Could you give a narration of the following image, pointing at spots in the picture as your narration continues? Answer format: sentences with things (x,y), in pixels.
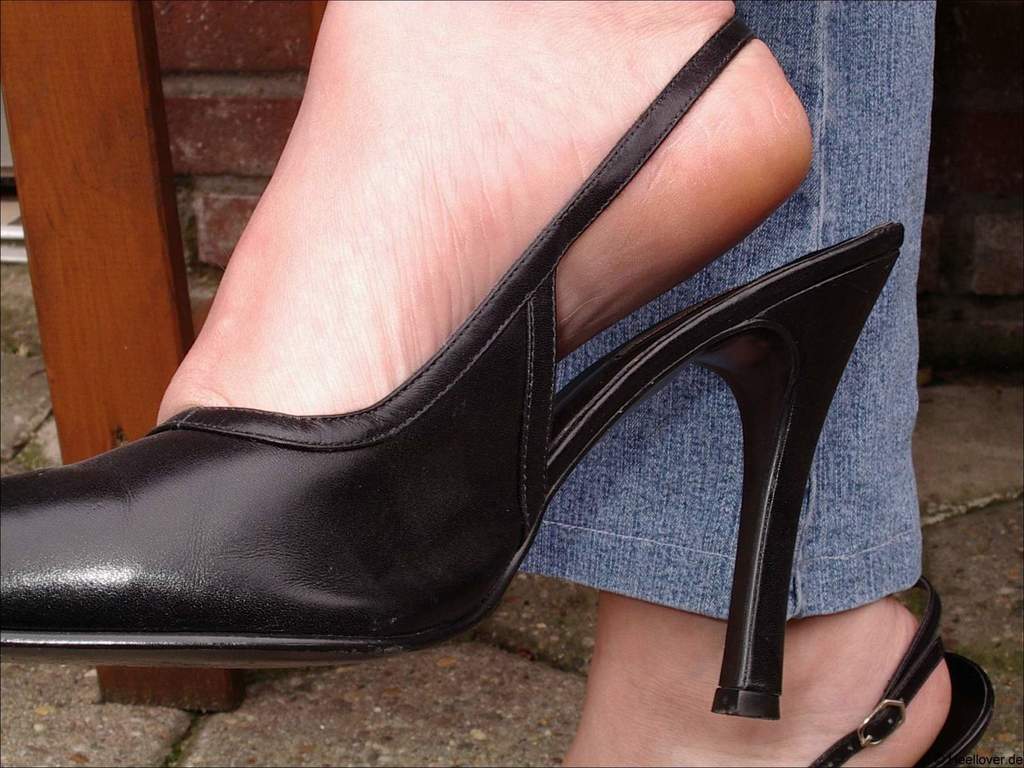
In this image we can see a person's feet (690,639) wearing black sandals (448,546).
